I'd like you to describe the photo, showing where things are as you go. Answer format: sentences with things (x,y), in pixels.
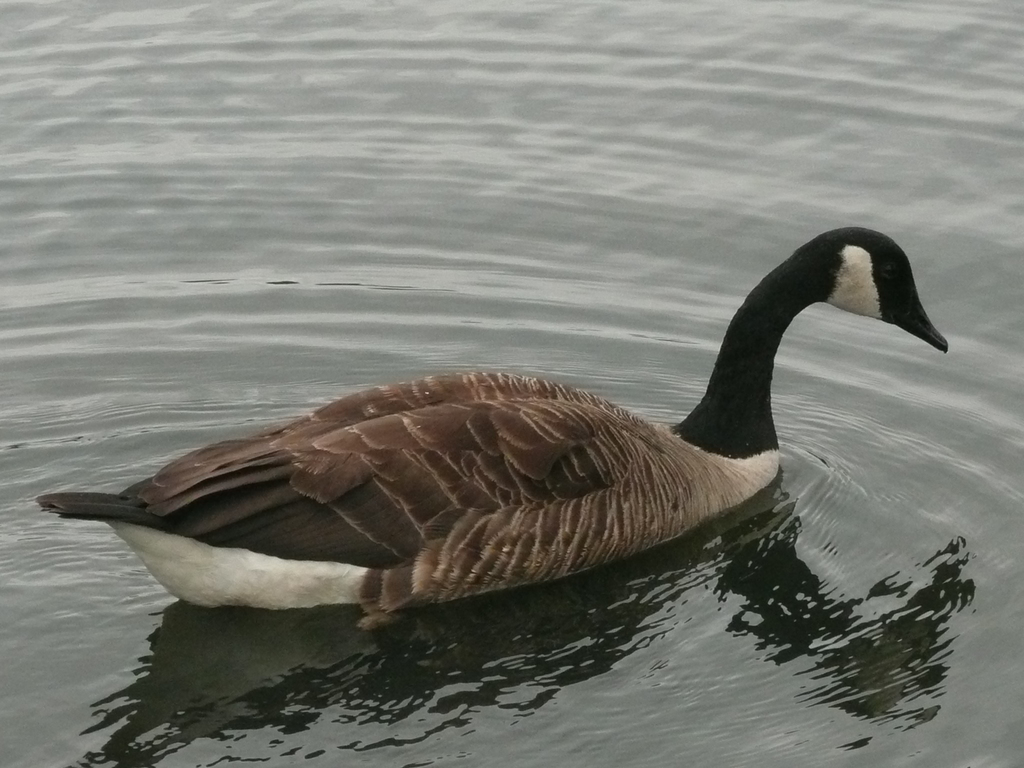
In this picture, we see the goose (381,518) is swimming in the water (492,625) and this water (530,695) might be in the pond (451,192). The goose (455,464) is in brown, black and white color.
